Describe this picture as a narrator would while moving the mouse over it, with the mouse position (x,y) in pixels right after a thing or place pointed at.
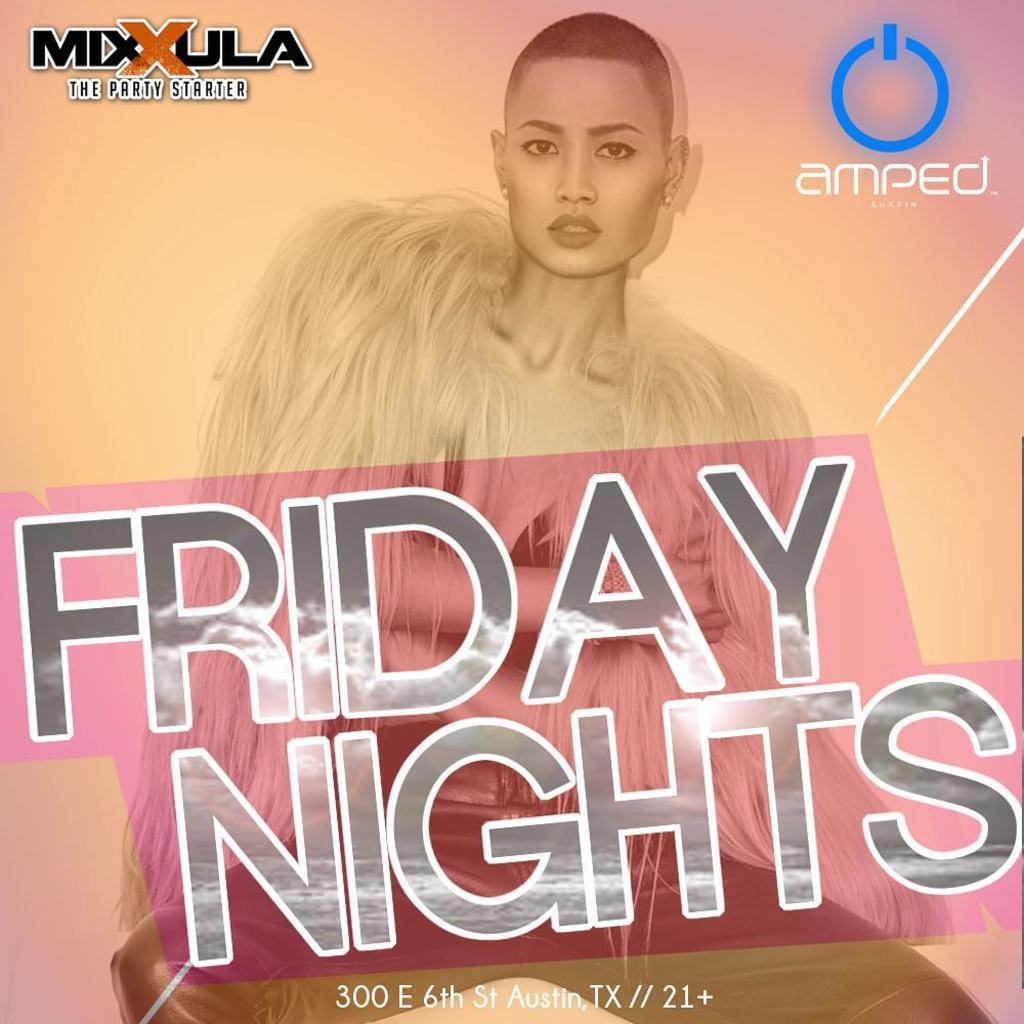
In the image i can see a person (310,330) and some text (470,739) on it.
